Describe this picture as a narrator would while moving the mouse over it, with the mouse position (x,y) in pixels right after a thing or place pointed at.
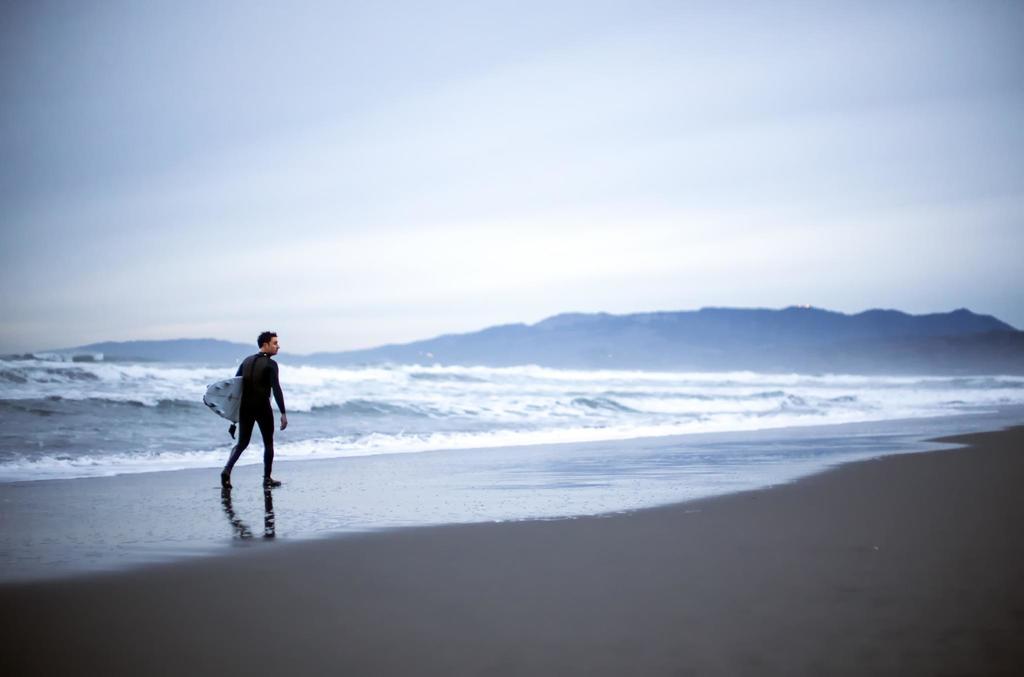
In this image we can see a person (257,395) standing on the ground (258,473) holding a surfboard (217,390) in his hand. In the background (296,441) we can see water (724,375), mountains (608,331) and sky (594,251).
